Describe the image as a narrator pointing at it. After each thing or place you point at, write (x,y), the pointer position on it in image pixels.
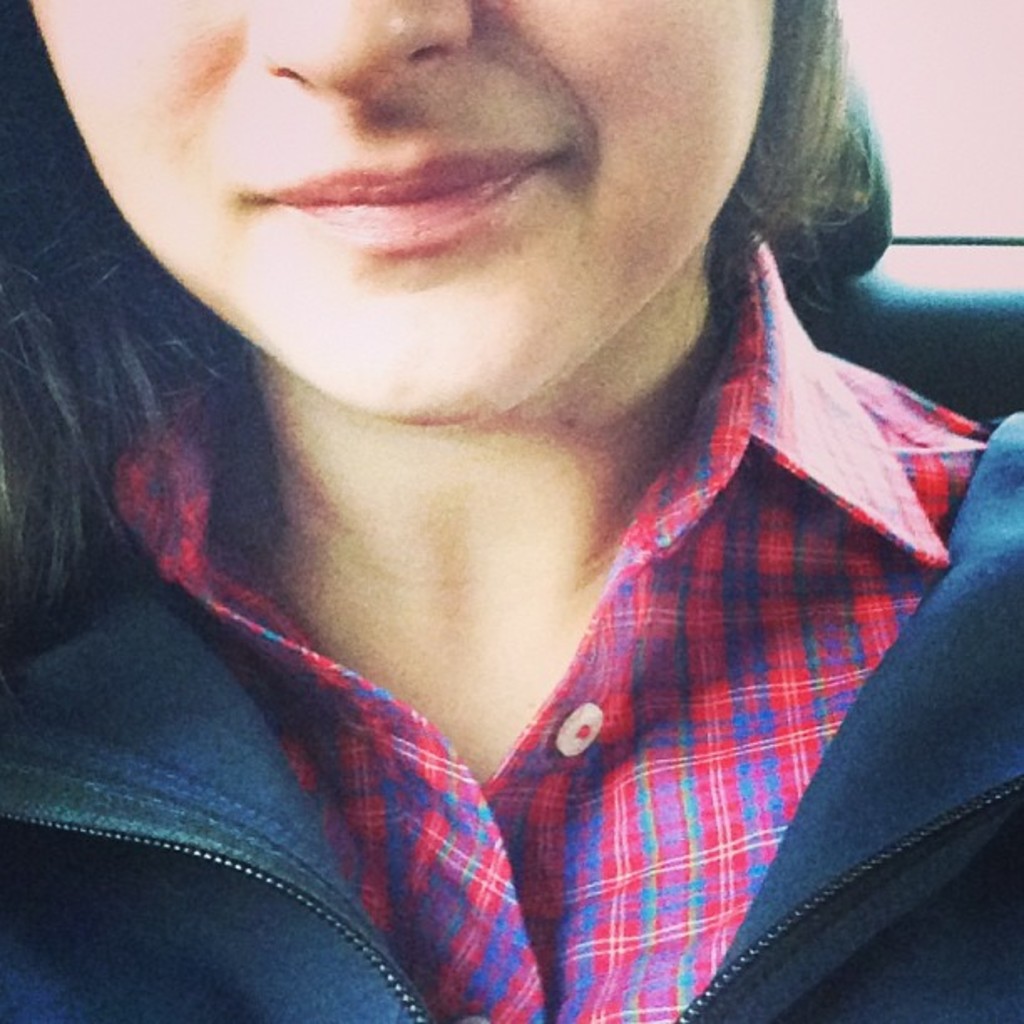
In this image we can see half face (390,254) of a girl (392,706). She is wearing red color shirt (479,808) and blue jacket (229,843).
